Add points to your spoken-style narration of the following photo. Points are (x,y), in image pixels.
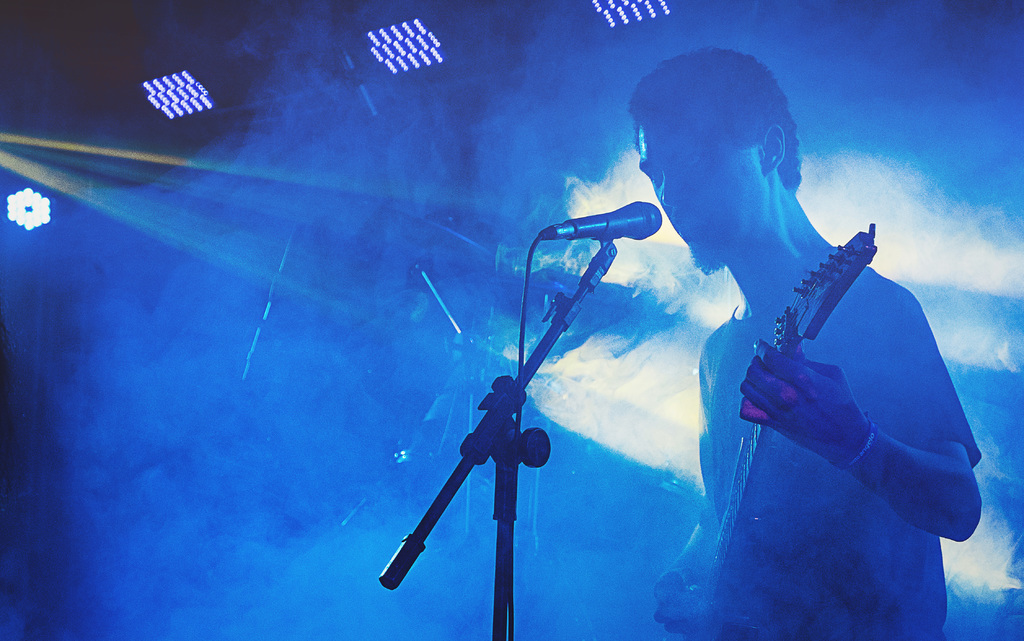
in this image i can see a person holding a guitar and in front of him there is a mike (643,210) and back ground (17,217) there are the lights (24,203) visible.
